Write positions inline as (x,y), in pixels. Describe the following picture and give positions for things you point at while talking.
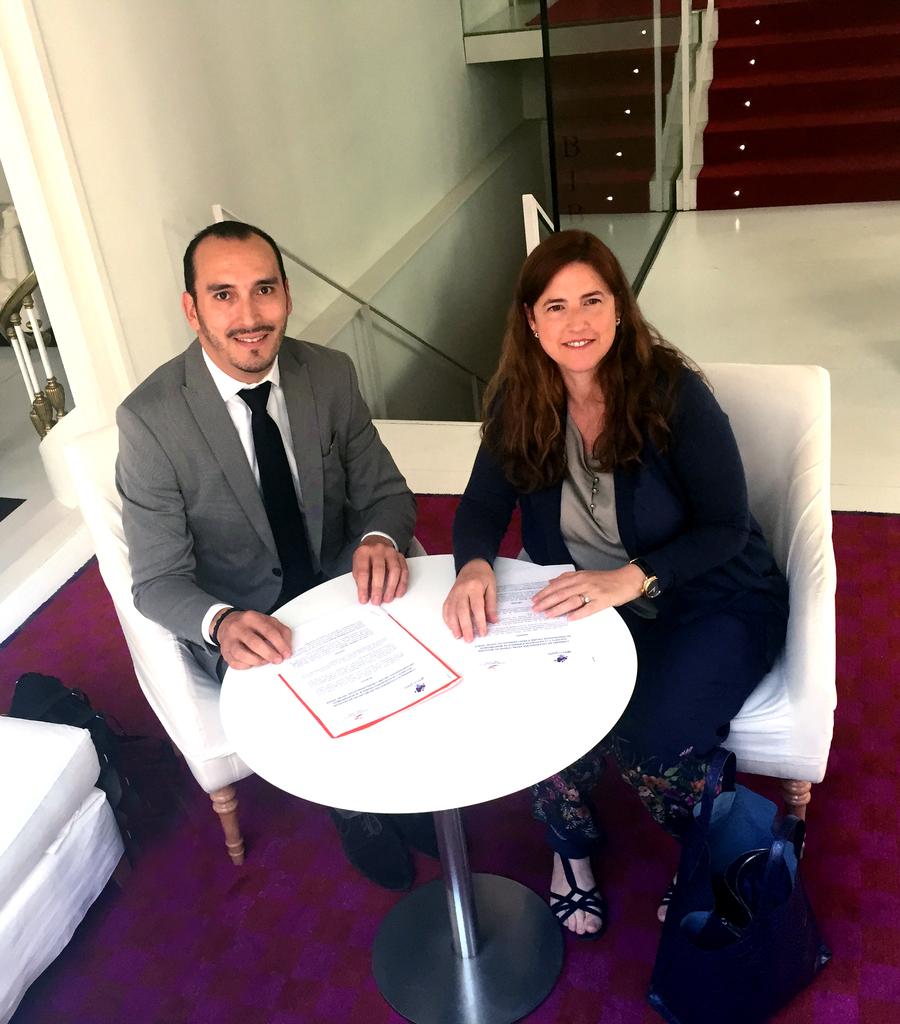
In the center of the image (374,505) we can see two people (348,549) are sitting on the chairs (775,459) and they are smiling. In front of them, we can see the table (530,695). On the table (435,645), we can see the papers (355,660). And we can see one chair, bags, one carpet (206,911) and a few other objects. In the background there is a wall (508,120), glass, fences (328,276) and a few other objects (802,152).
